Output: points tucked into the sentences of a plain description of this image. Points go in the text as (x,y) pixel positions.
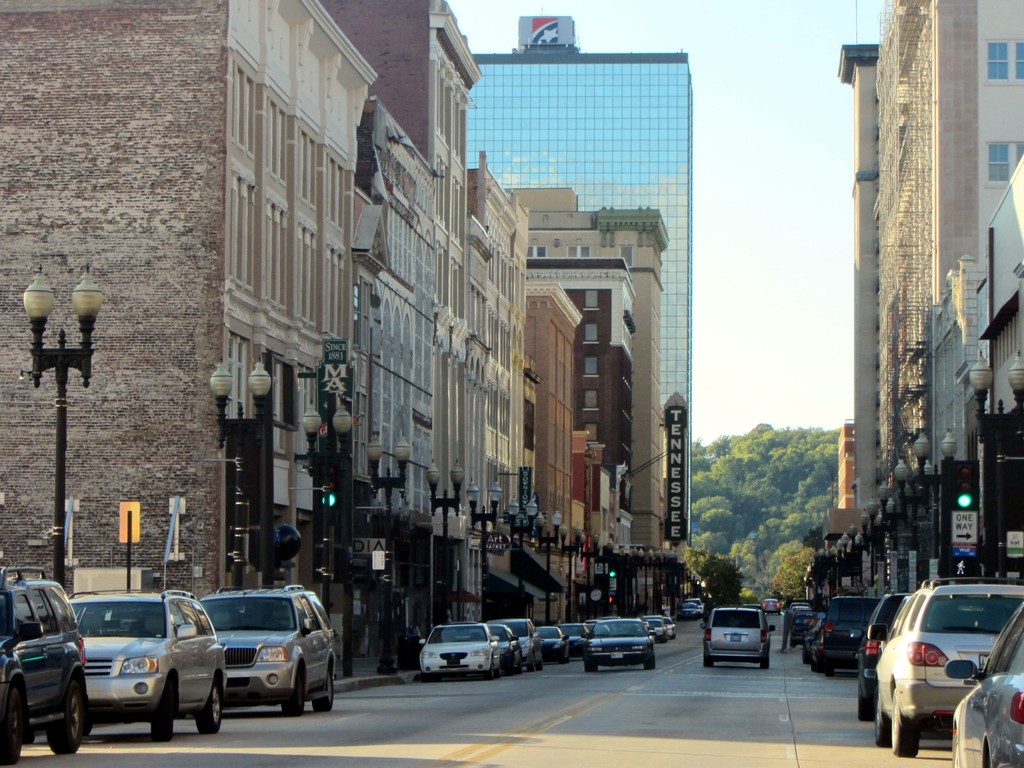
In this image we can see some buildings (477,425), poles (920,439), vehicles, name boards (676,502) and other objects (331,482). In the background of the image (836,416) there are trees (785,449) and the sky (811,220). At the bottom of the image (613,715) there is the road (721,708).
